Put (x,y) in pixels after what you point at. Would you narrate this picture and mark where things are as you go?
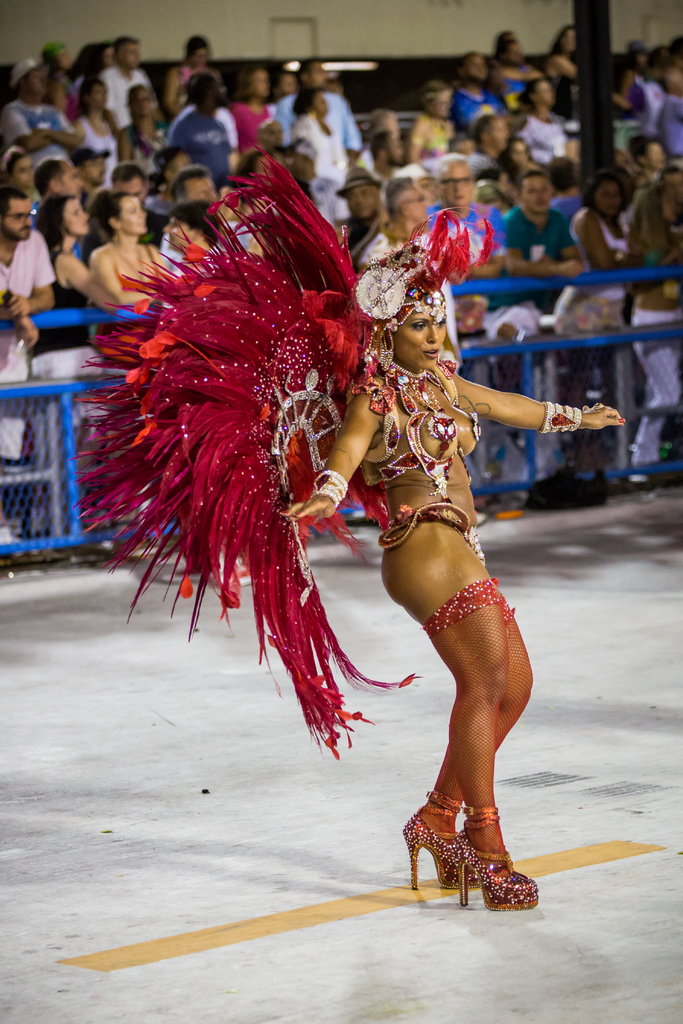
In this image we can see a woman (290,433) performing on the ground (55,580). In the background (30,434) there is a fencing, group of persons (339,178) and wall (277,46).
